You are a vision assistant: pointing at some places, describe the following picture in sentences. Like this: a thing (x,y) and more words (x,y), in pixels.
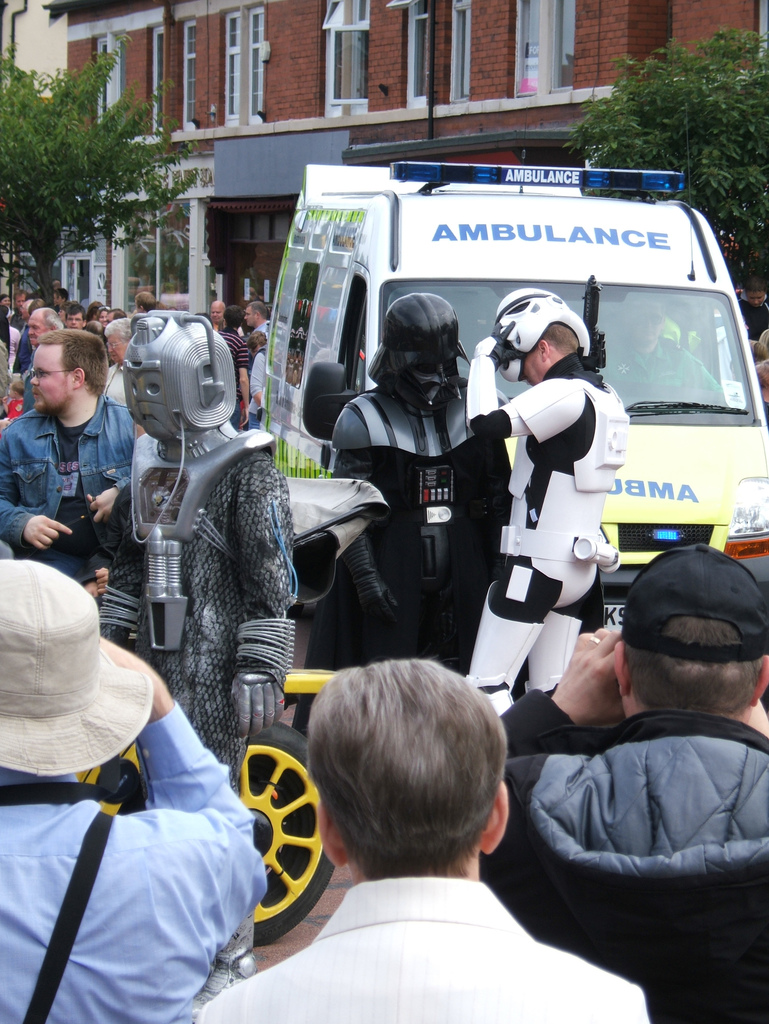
This image is clicked on the road (303,929). There are many people (227,641) standing on the road (292,934). There are a few people (281,473) wearing costumes (271,574). To the right (524,255) there is a van (477,323) parked on the road (312,919). There is text (444,236) on the van (345,342). On the either sides of the image there are trees (676,155). In the background (262,84) there is a building (364,24).
